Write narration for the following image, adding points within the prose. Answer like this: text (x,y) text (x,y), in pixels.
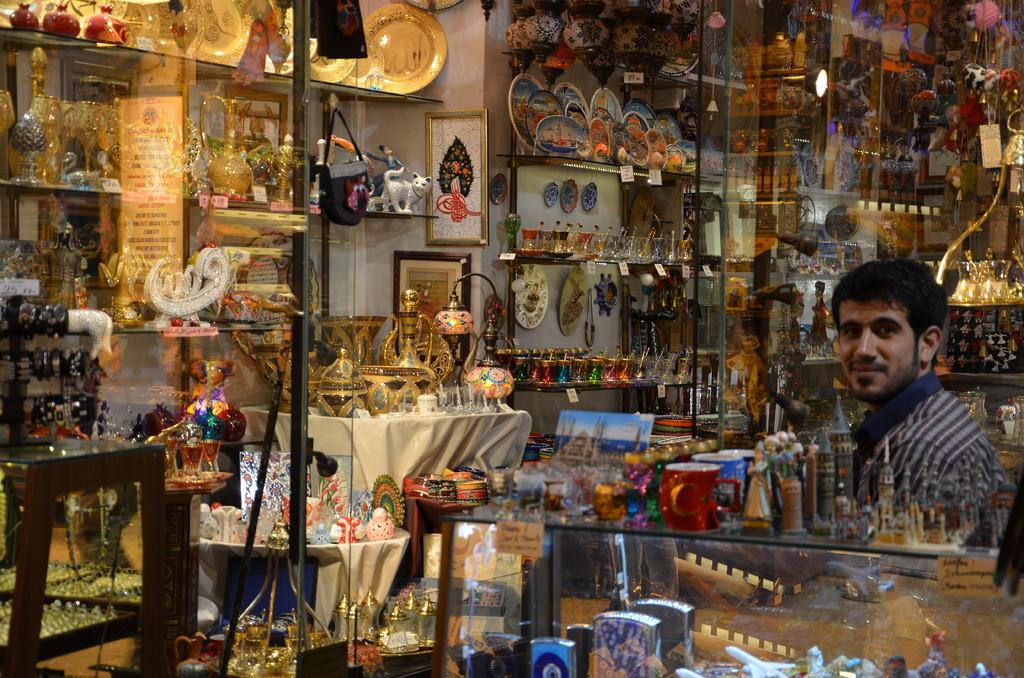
In the image there is a person (895,302) visible through the glass (892,637), this seems to be inside a gifts and souvenir store (908,115) with many things (193,422) and articles (58,248) on shelves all over the place of various decorative items (139,250).
